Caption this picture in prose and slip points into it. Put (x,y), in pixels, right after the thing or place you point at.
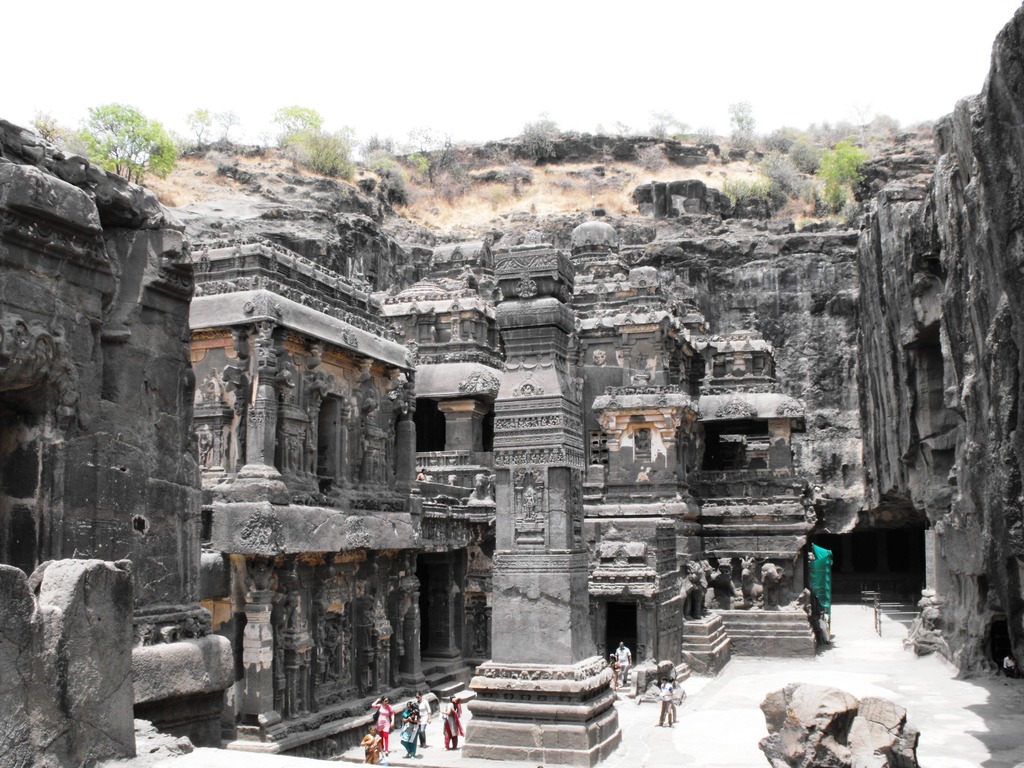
This image consists of an ancient temple (300,411). There are walls (391,470) made up of rocks (600,443) and sculptures (545,437). At the bottom (424,695), there are many people (414,738) walking. To the top (400,175), there are trees (153,152) and plants (343,178). To the right (997,365), it looks like a mountain (968,406).
